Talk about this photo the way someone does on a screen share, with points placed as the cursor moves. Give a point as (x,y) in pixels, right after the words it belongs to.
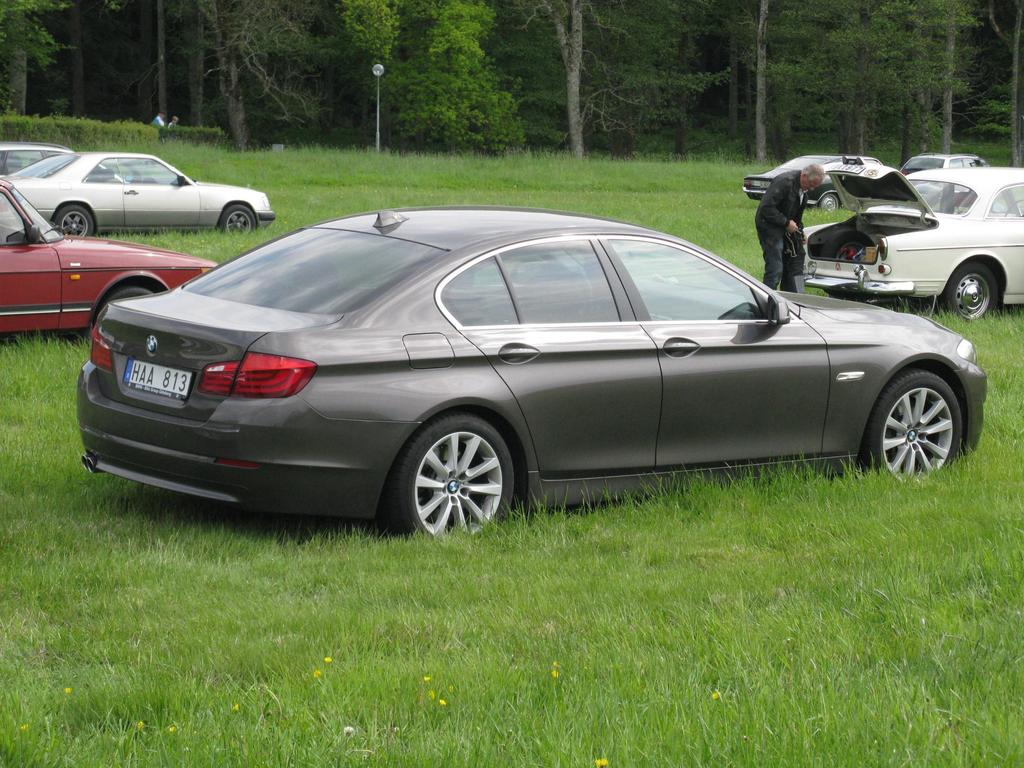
In this picture I can see vehicles (481,345) on the grass (184,162), there is a light (382,67), pole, there are three persons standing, and in the background (655,93) there are trees (410,59).
